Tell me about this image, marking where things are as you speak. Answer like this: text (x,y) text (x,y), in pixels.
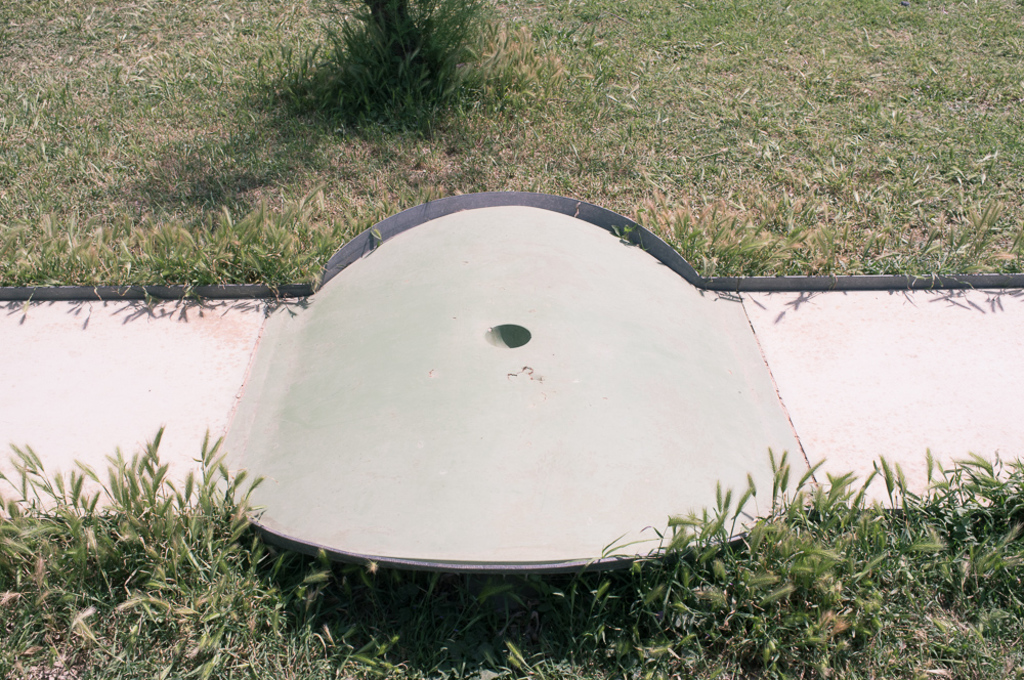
In this picture we can see the ground (427,72) covered with grass (408,106) & in the middle (343,453) we can see a path (80,375) with a ramp (670,352).
